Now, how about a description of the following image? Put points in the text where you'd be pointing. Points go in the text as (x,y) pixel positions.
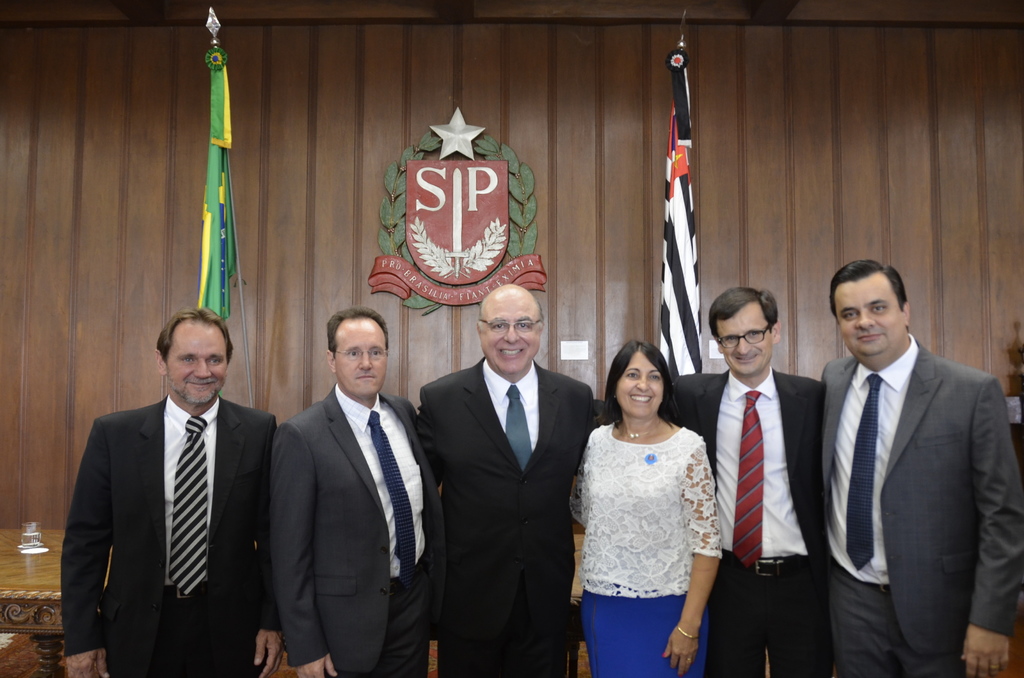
In this image I can see 6 people (763,414) standing in a room (716,423). A person (618,520) in the center (647,447) is wearing a white shirt (625,582) and blue skirt (597,650). Other people (359,552) are wearing suit (151,478). There are flags (674,276) behind them and a glass (38,539) is present on a table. There is a wooden background (564,151).
